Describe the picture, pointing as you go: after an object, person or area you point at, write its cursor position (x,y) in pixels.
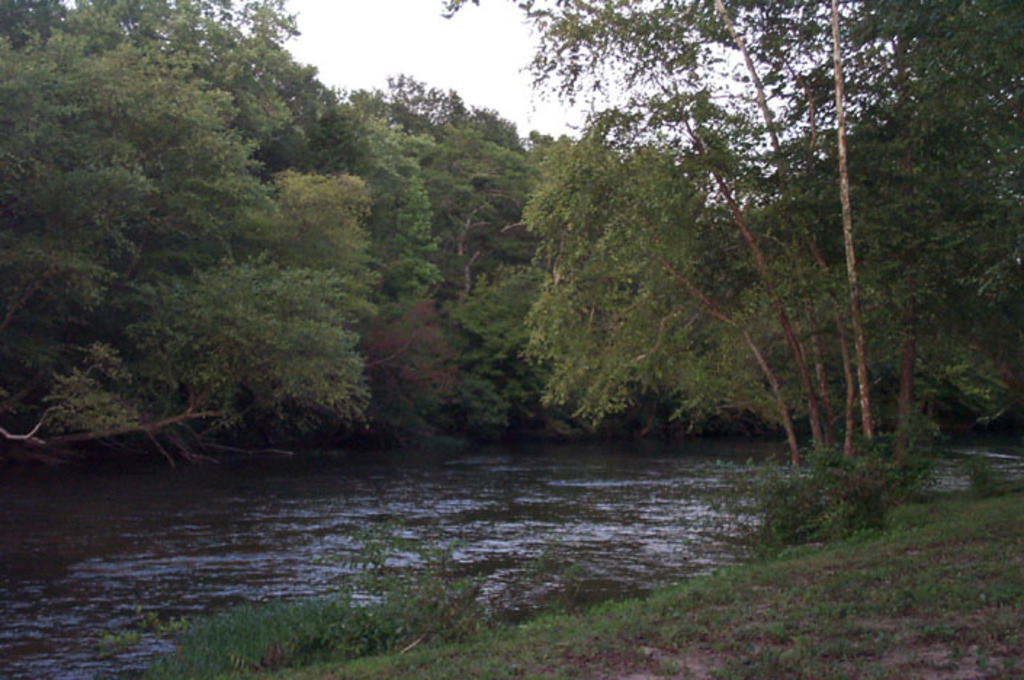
At the bottom of the picture (770,592), we see the grass (830,610) and the shrubs (347,646). In the middle (416,451), we see water (556,559) and this water (506,542) might be in the lake (372,496). There are trees (686,334) in the background (628,284). At the top (520,58), we see the sky (507,24).
